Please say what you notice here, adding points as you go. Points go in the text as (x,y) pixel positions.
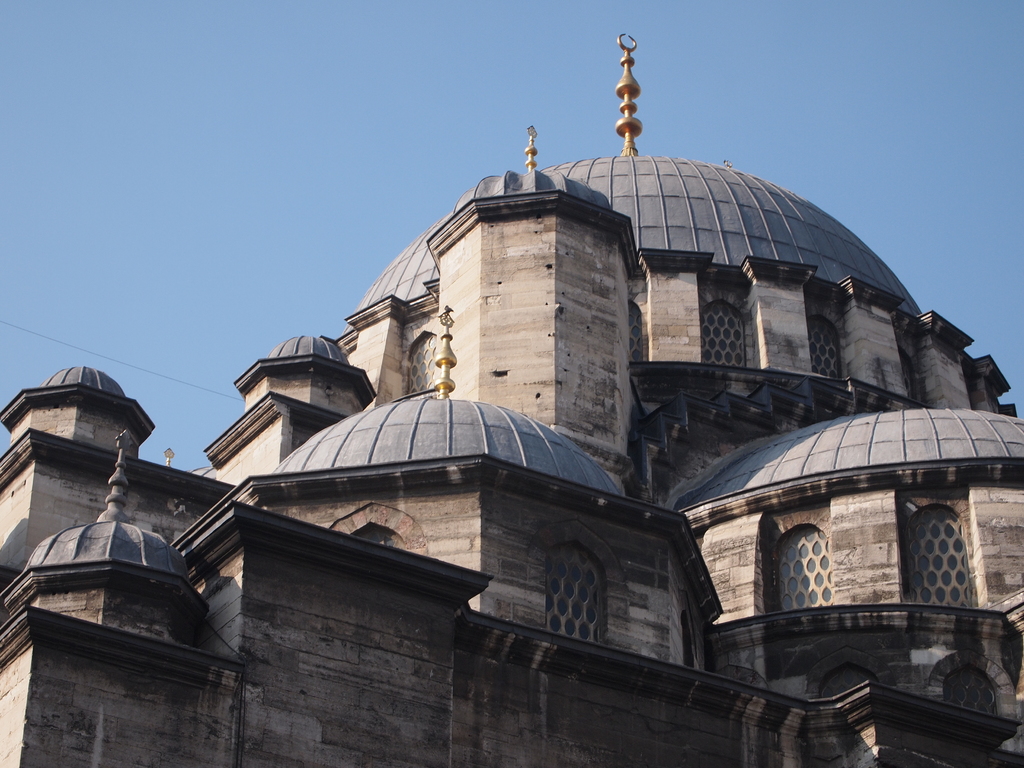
In this image we can see an architectural structure (468,645). We can also see the wire (166,378). In the background (270,302) we can see the sky (935,235).
